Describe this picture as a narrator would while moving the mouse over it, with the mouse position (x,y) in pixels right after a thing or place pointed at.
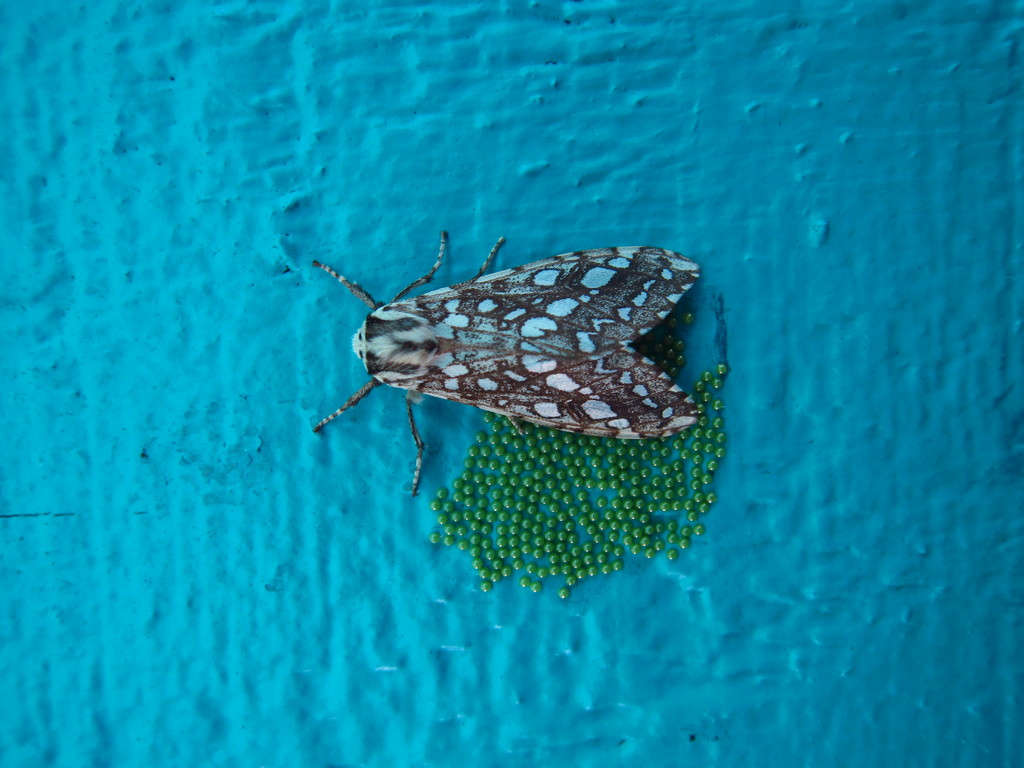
In the middle of this image (429,344), there is an insect (683,410), beside which there are green color eggs (565,480). And the background (872,354) is blue in color.
